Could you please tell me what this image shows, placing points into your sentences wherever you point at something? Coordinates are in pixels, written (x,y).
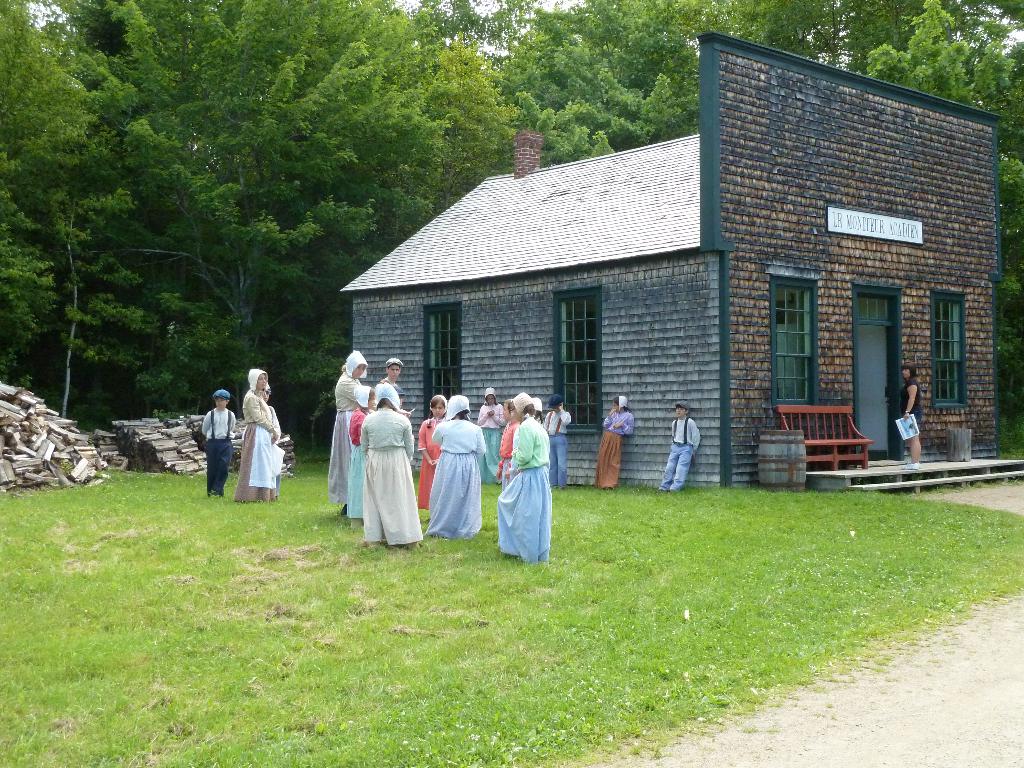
In this image there is a wooden house (705,268) on the right side (826,286). In front of it there is a bench (843,443). Beside the bench (825,443) there is a drum (769,460). On the left side (205,602) there is a ground (328,567) on which there are few people (409,445) standing by wearing the gowns (434,458). On the left side (323,395) top there are trees (78,395). There are some wooden sticks (86,443) on the ground (105,603).
